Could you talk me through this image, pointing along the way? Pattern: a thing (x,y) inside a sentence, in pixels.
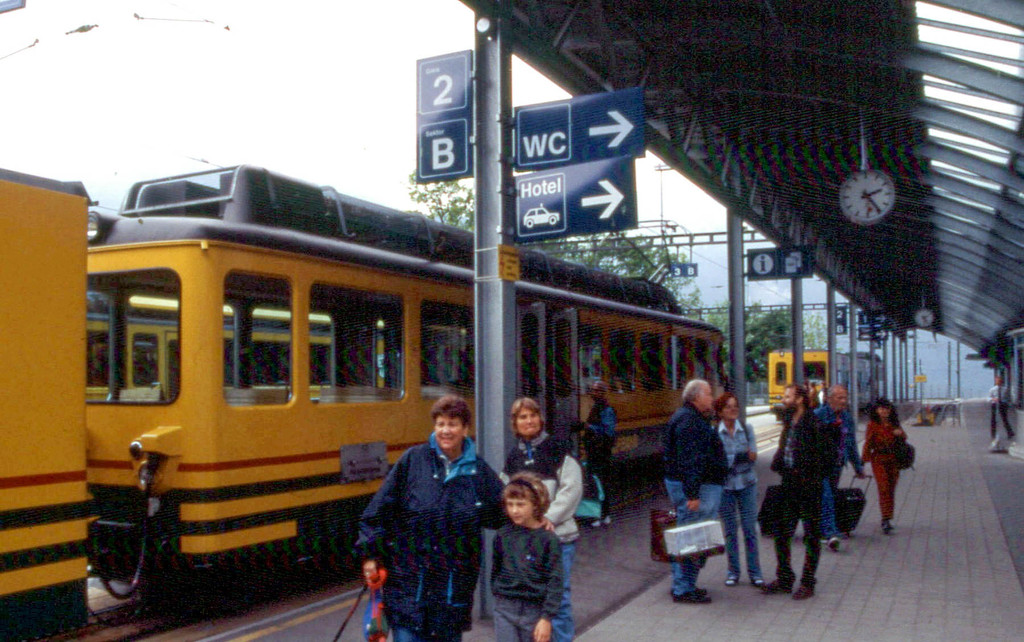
This picture is clicked outside. On the right (790,421) we can see the group of persons (749,469) standing on the railway platform (965,491). At the top (741,99) we can see the roof (807,150), clock (887,206) hanging on the roof (898,194) and we can see the text (560,186) and some pictures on the boards (588,172) and we can see the poles (834,358). On the left (83,303) we can see a yellow color train (270,339) standing on the railway track (173,639). In the background (299,23) we can see the sky (298,100), trees (639,275) and a building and some other objects (787,358).
